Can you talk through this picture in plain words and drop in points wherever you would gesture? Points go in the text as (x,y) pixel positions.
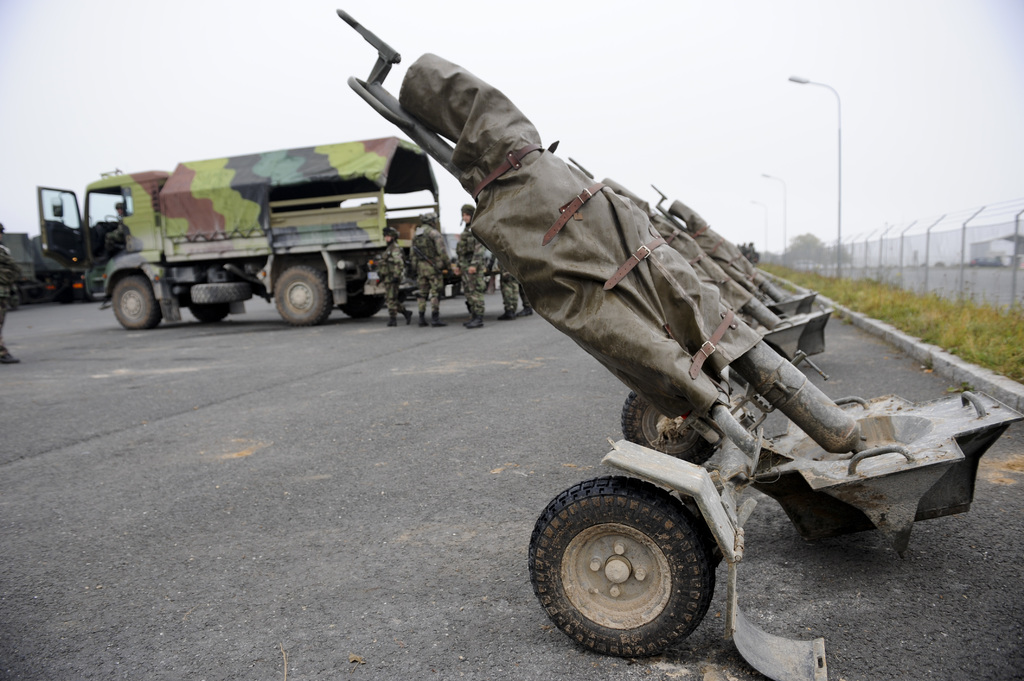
This picture shows a truck (222,262) and we see few people (513,300) standing. They wore helmets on their heads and we see few trucks (66,273) parked and few pole lights (837,240) and we see machines (783,323) on the side and grass (877,310) on the ground (1012,390) and a cloudy Sky (650,91).
